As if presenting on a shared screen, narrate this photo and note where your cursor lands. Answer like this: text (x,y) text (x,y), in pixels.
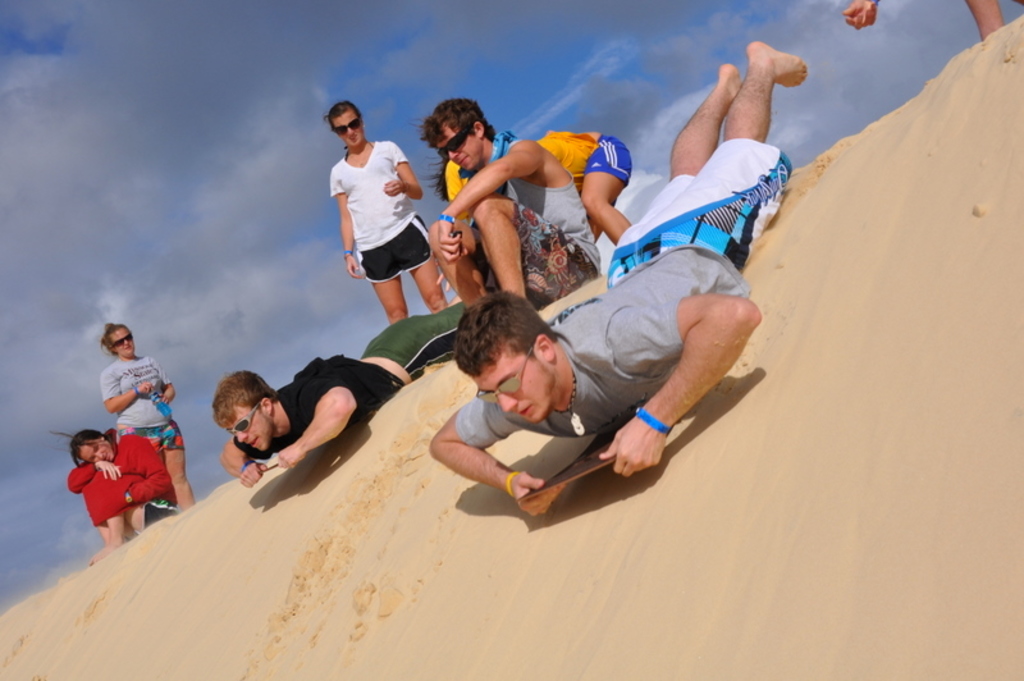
In this image I can see a few people (121,439) among which two people (258,425) are sliding in the sand (811,527). At the top of the image (193,137) I can see the sky (195,141).
